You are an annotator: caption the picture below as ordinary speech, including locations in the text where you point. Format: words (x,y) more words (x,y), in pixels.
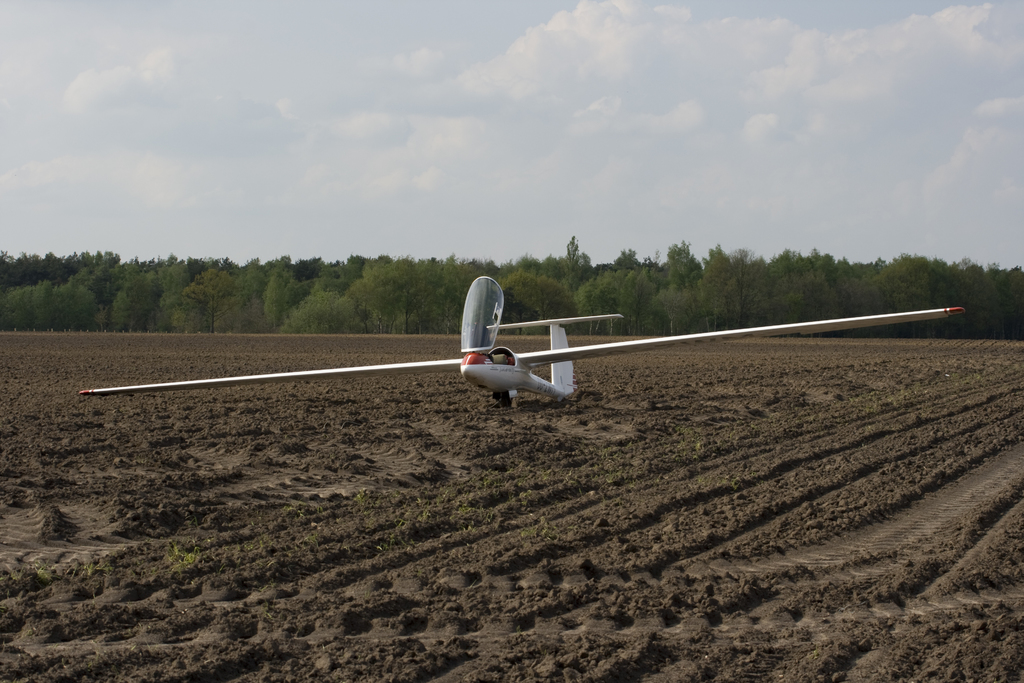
In the middle of the image (555,376) we can see a plane (492,378), in the background (474,216) we can find few trees (578,249) and clouds (486,206).
